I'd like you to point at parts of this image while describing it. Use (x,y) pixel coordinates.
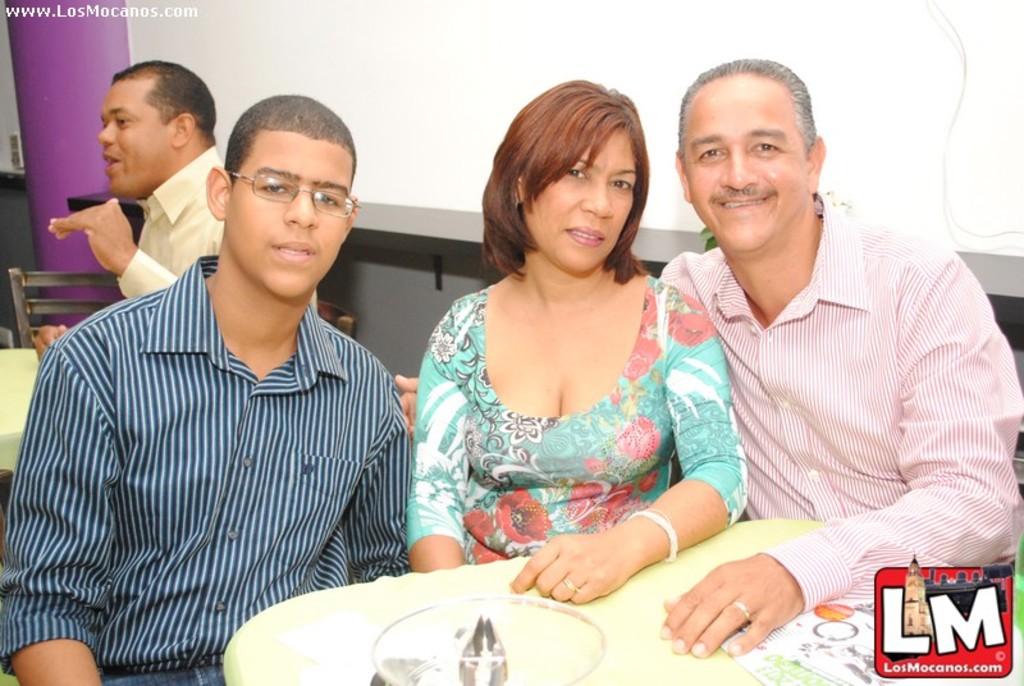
In the background (246,93) we can see the wall (904,93). We can see a man (139,85), he is talking. Beside to him there is a chair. At the top (79,13) and bottom portion of the picture (955,578) we can see the watermarks (990,645). In this picture we can see men (904,367) and a woman (453,347) sitting near to a table (227,654) and on the table (717,683) we can see paper (831,653) and an object (546,641). On the left side (309,421) we can see a man (293,108) wore spectacles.
